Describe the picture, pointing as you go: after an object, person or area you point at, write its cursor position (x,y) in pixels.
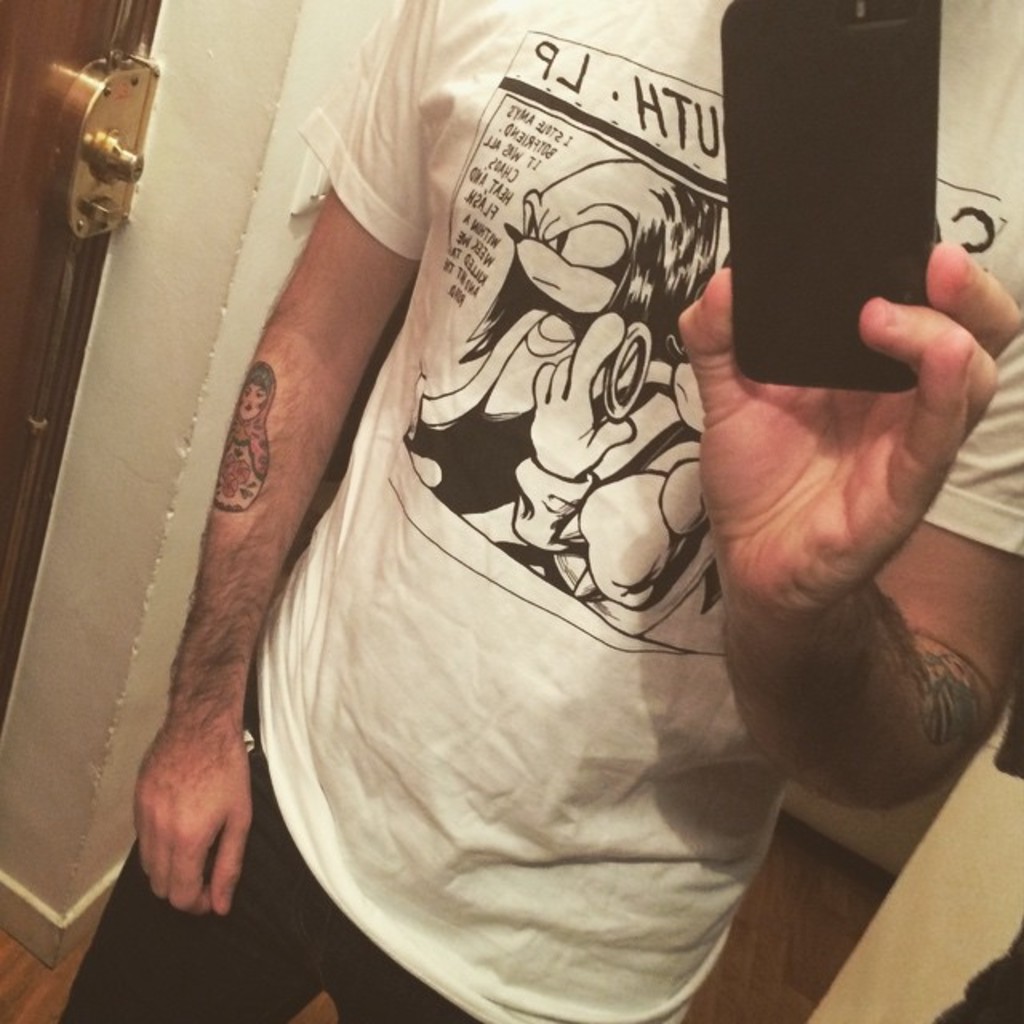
In the picture there is a person (429,631) standing in white t-shirt (630,348) and holding a mobile (813,233). On the left (95,22) there is a door (50,164). On the right (980,899) there is a wall (938,947).
